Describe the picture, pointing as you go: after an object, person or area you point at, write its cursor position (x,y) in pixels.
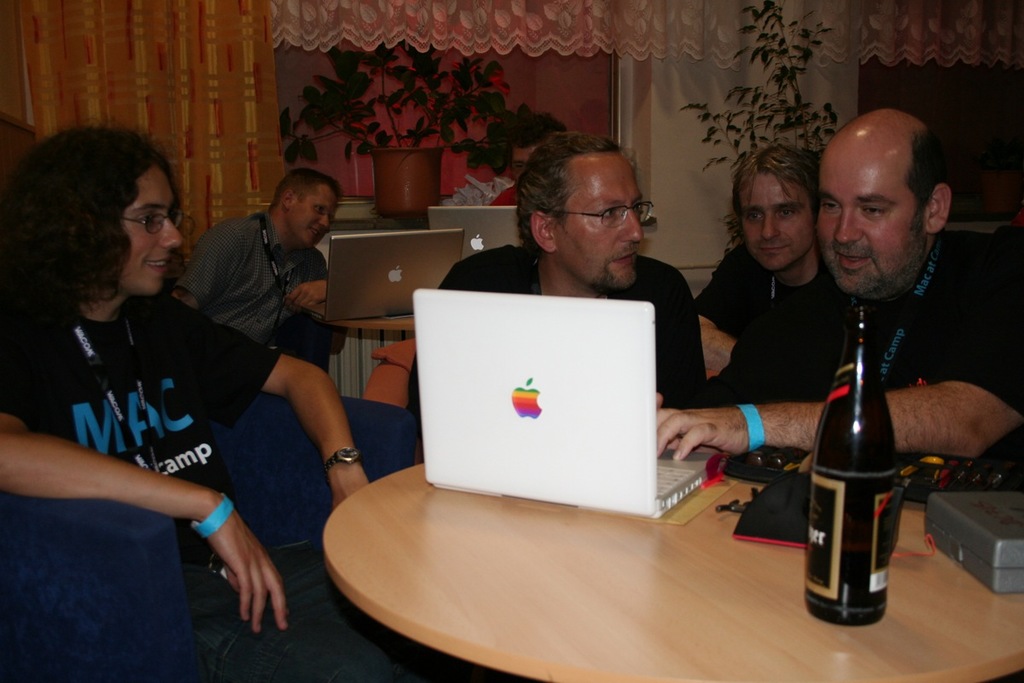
Bottom right side of the image (912,612) there is a table (887,651) on the table (907,527) there is a bottle (812,502), laptop (684,467) and there is a box (1006,565). Top right side of the image (830,159) few people (621,175) are sitting and looking in to a laptop (587,317). Behind them there is a plant (818,25) and wall (690,103). In the middle of the image (363,268) two persons (310,183) sitting on a chairs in front of them there is a table (335,324) on the table (365,324) there are two laptops (509,210). Behind them there is a plant (369,129). Bottom left side of the image (186,591) a person (156,209) is sitting and smiling. Behind him there is a curtain (238,102).
